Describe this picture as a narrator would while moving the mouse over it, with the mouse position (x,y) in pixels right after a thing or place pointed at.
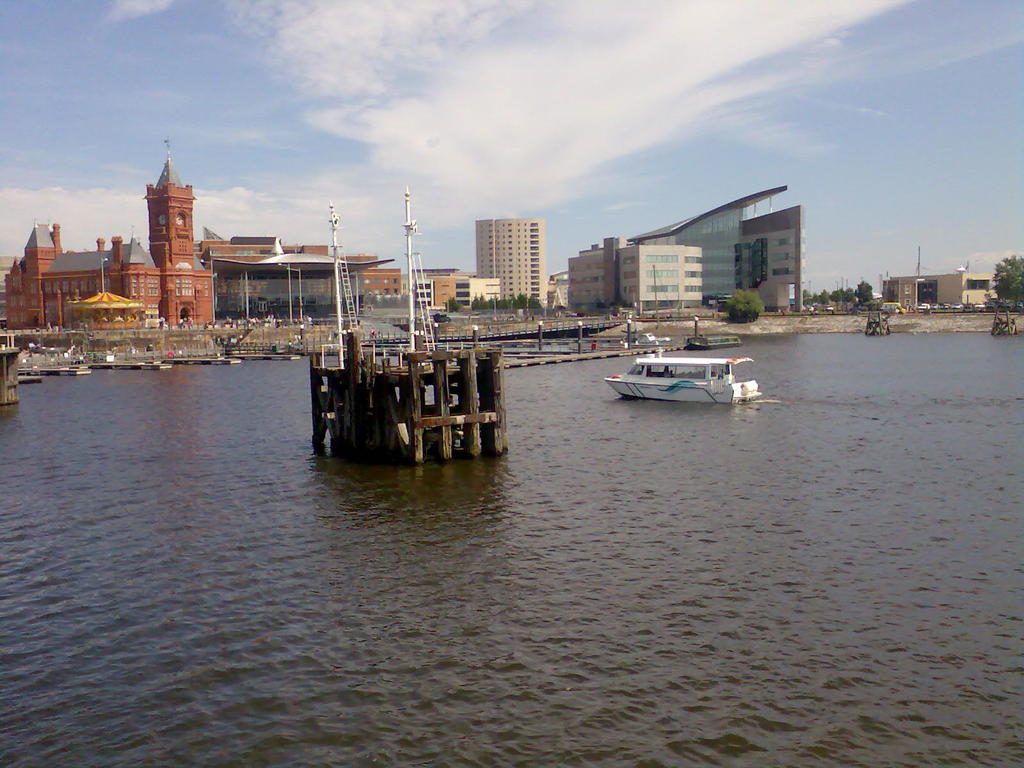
In this image we can see castle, buildings (691,239), boat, water (606,448), sand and trees (743,322).
